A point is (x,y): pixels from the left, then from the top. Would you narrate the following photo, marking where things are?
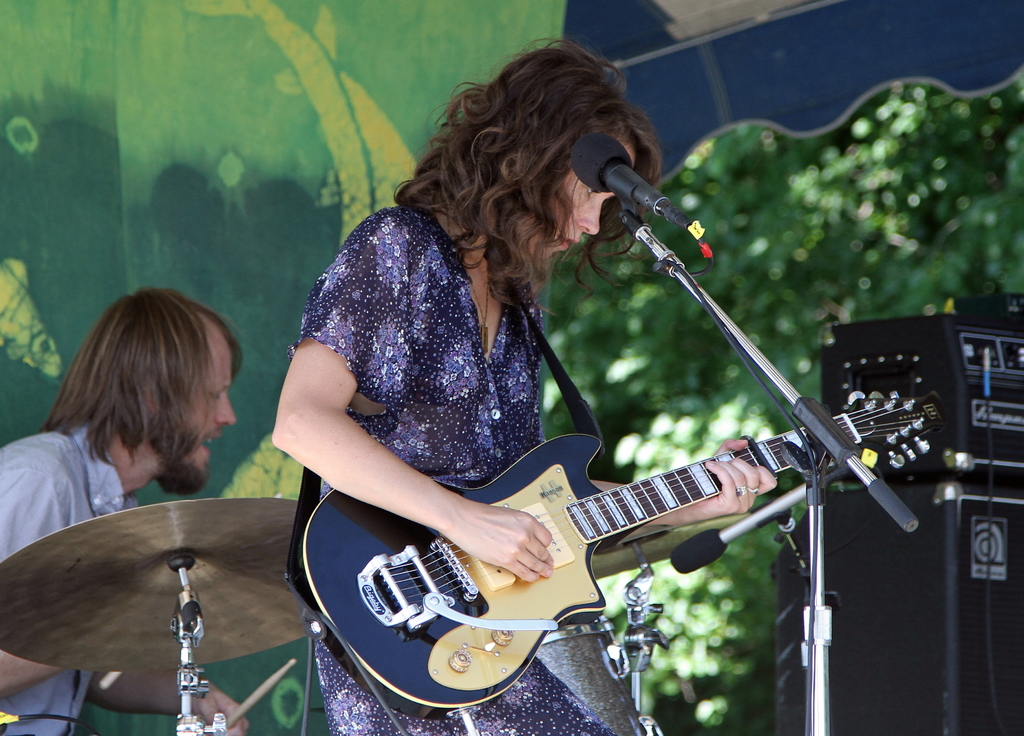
There is a lady (300,460) in the blue dress (503,735) is playing the guitar (537,629). There is a mic (585,173) placed before her. On the right side (887,699) there is a speaker (967,722). There is a man (68,708) playing band (579,629) on the left side of the image (14,707).
